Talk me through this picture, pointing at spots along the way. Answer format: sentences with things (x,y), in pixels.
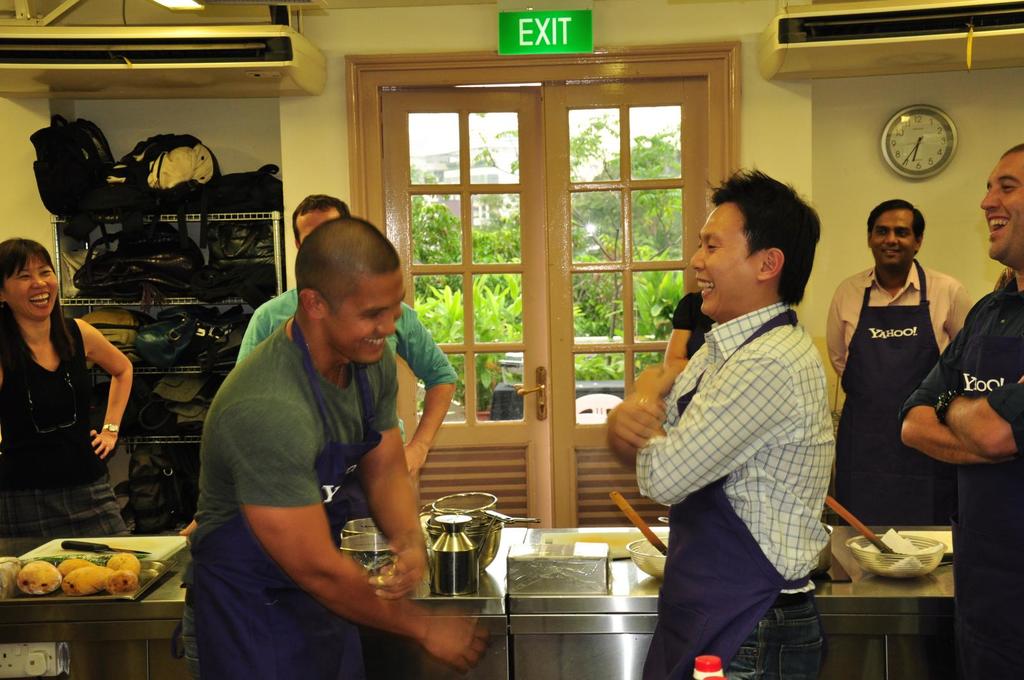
In this image I can see a person (768,404) wearing white shirt (775,422) and a person (270,413) wearing green t shirt (271,417) are standing in front of a metal table (500,588) and on the table (498,580) I can see few utensils (450,551), a tray (136,589) with few food items (120,573) in it, a knife (73,547), few bowls (873,560) and few other objects (887,543) and I can see few other persons (1009,356) standing around the table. In the background (780,122) I can see the wall (821,155), a clock (948,157), a rack (203,300) with few objects (166,256) in it and the door (551,233) through which I can see few trees (491,283), few buildings (443,156) and the sky (583,141).
